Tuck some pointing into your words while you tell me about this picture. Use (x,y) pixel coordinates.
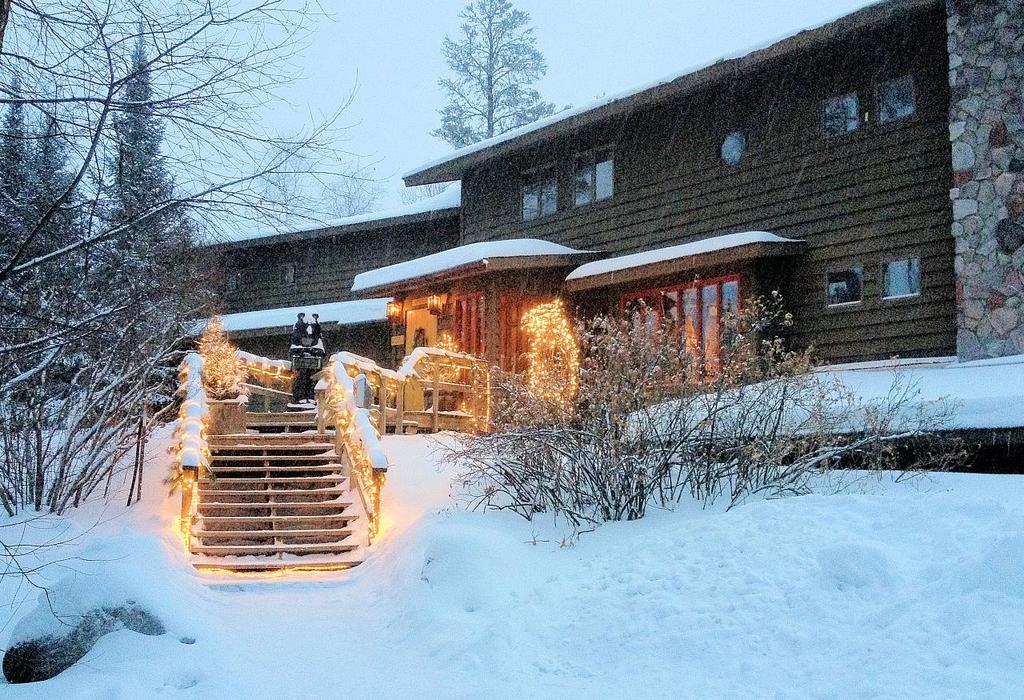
In this image I can see some snow (713,576) on the ground (624,582), few stairs (318,473), the railing (345,425), few lights (344,409) to the railing (371,435), few trees (18,236) and a buildings (287,270) which is brown in color. I can see few windows (598,179) of the buildings (905,204) and in the background (695,18) I can see the sky (594,24).
